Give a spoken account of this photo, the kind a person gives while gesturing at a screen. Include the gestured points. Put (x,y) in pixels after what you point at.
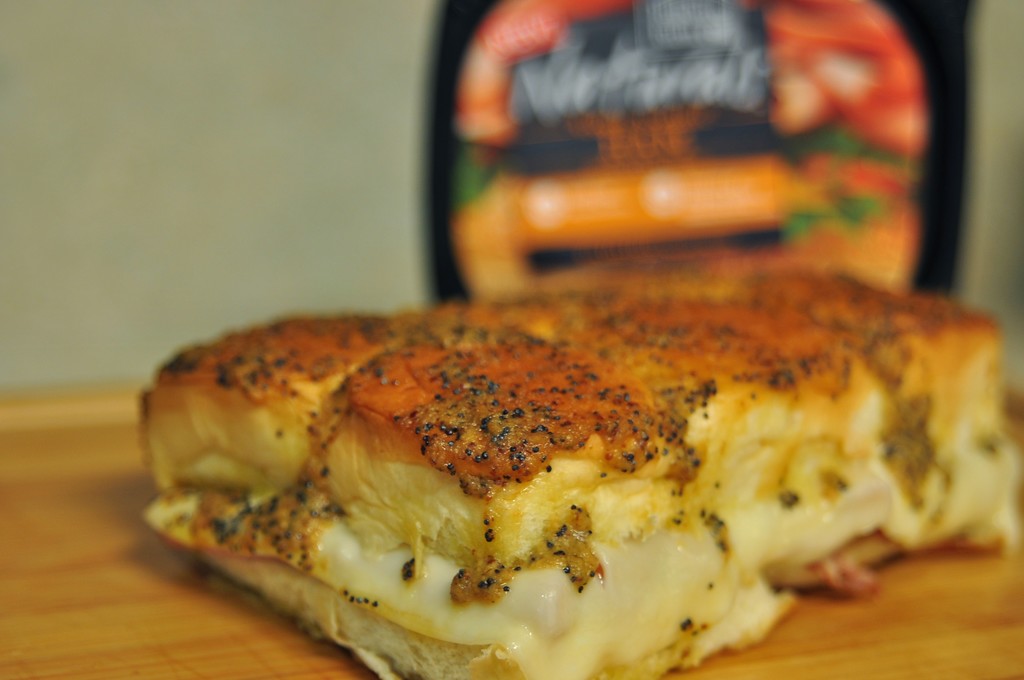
In the center of the image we can see one table (129,672). On the table (116,679), we can see some food item (643,521). In the background (351,192) there is a wall (236,179) and a food package (684,242).
